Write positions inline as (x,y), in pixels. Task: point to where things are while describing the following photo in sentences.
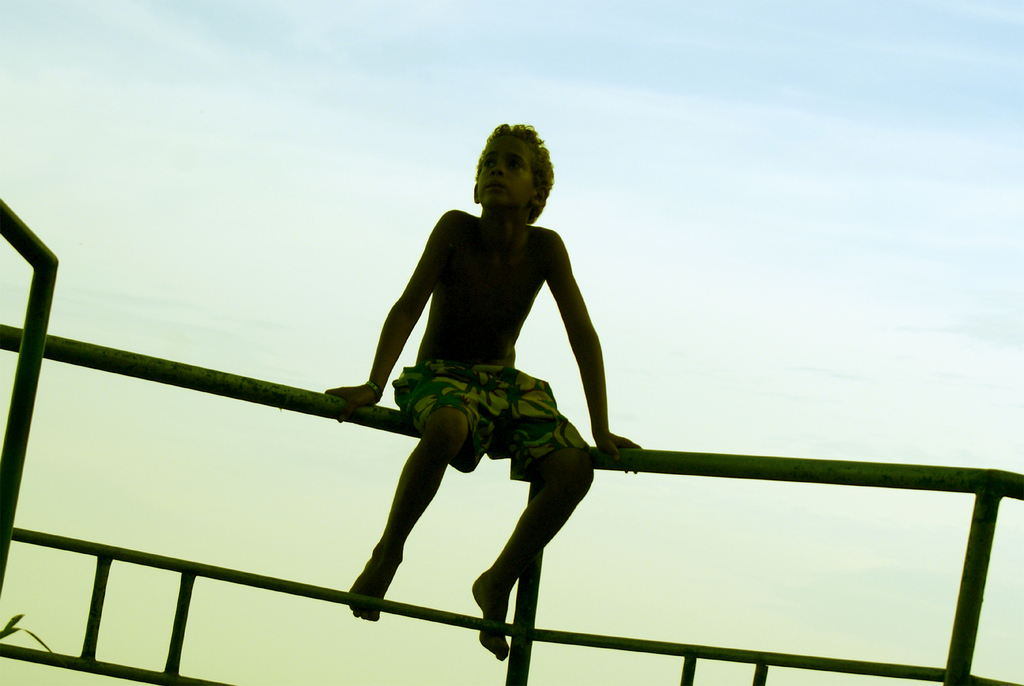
In this image I can see a boy (514,313) wearing short (495,368) is sitting on the metal railing (408,427). In the background (734,215) I can see the sky (708,195).
